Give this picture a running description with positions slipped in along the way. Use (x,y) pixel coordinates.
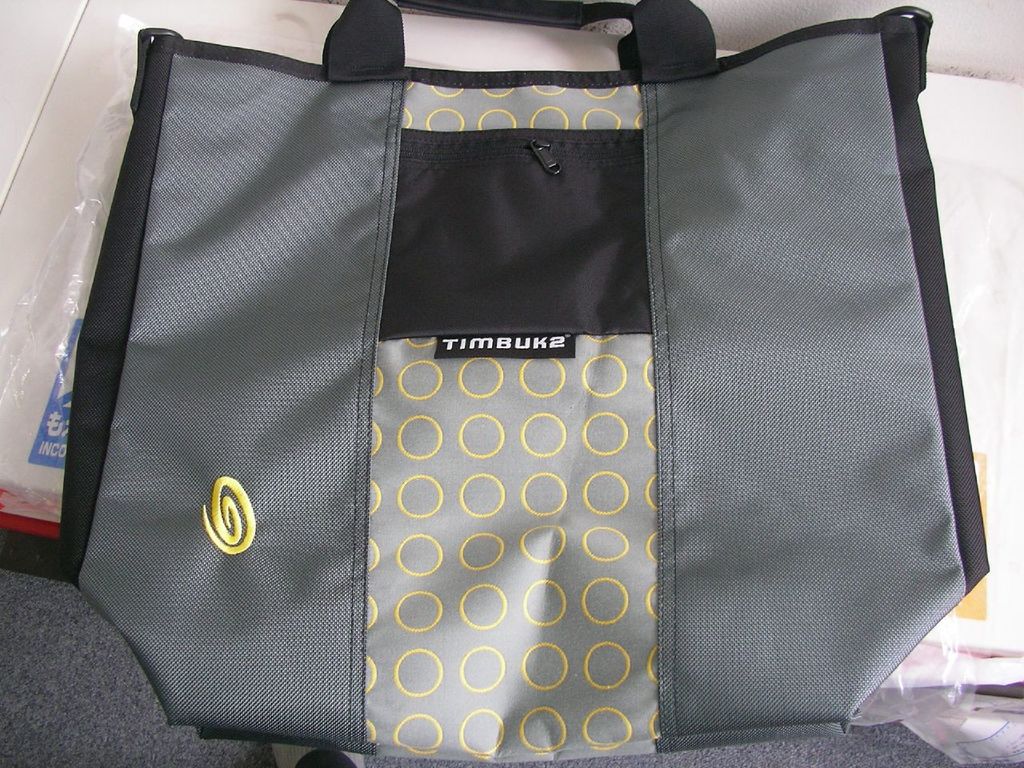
in this image i can see a grey color bag (470,416). in the center (488,417) there are yellow color circles (537,498), on the bag (463,352) timbuk2 is written.
